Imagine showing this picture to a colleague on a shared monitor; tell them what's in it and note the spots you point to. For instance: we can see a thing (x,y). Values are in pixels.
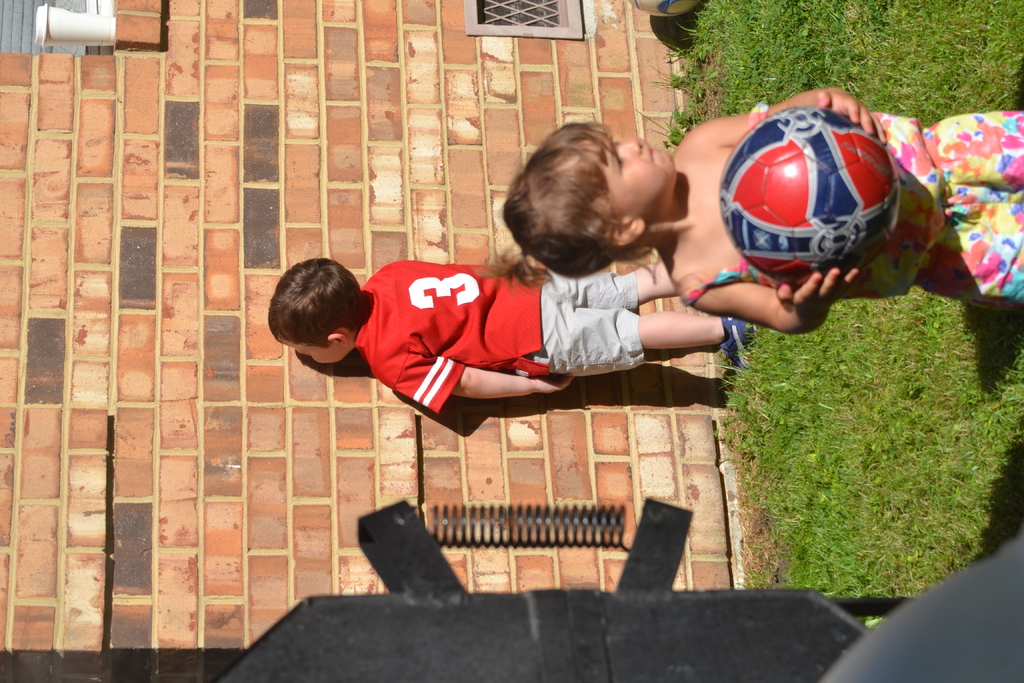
In this picture we can see the grass (874,436), ball (812,273), girl (701,132), boy (553,312), glass (93,19), spring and some objects (469,17) and in the background (454,3) we can see the wall (167,268).
